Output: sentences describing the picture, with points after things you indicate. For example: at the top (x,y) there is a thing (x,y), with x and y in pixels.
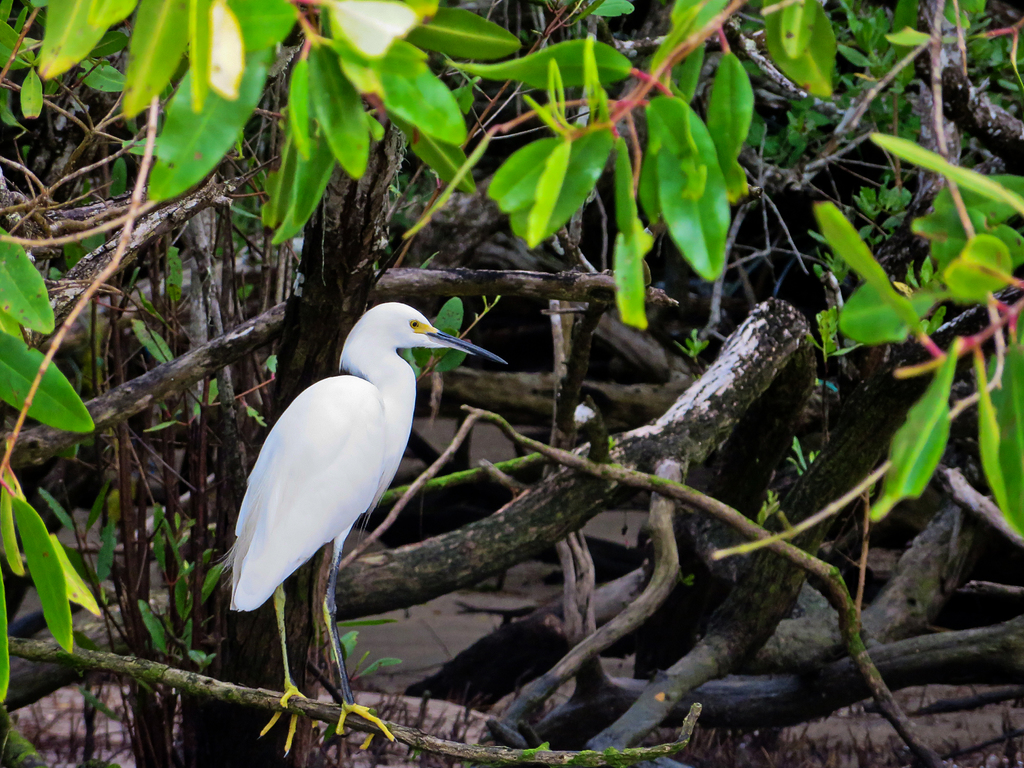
In this image there is a crane (374,484) on a stem (137,672), in the background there are trees (616,144).
